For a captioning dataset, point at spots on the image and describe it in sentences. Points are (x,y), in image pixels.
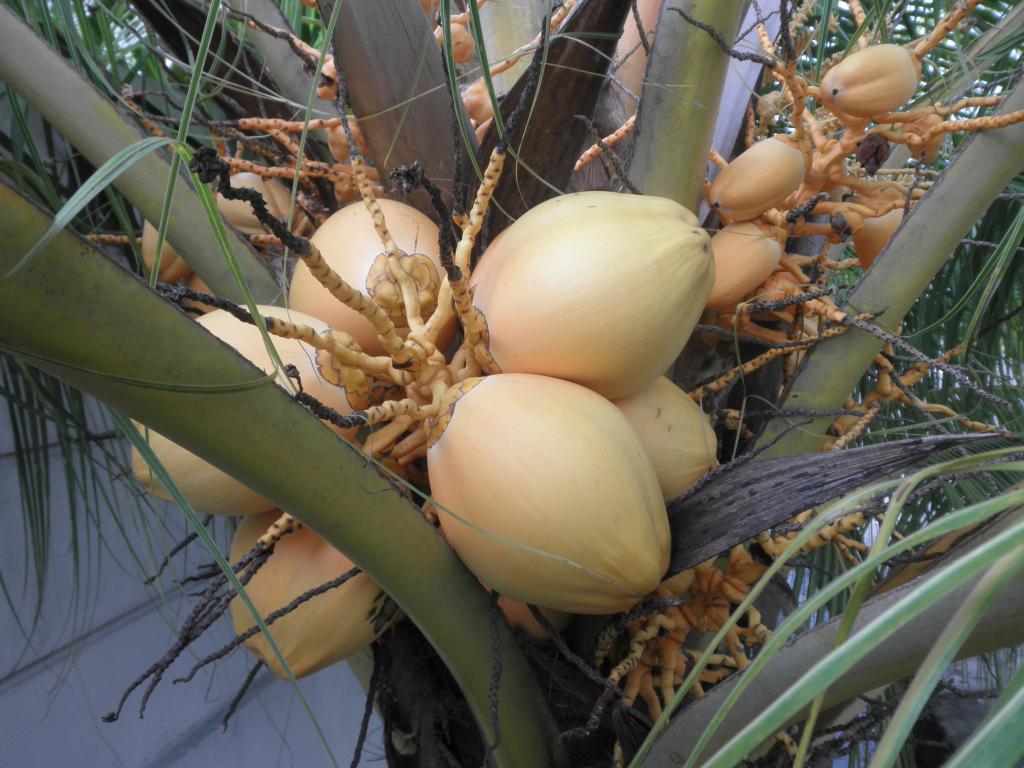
In this picture we can see a tree (517,712) with coconuts (510,312). Behind the tree (311,443) there is a wall (81,601).
